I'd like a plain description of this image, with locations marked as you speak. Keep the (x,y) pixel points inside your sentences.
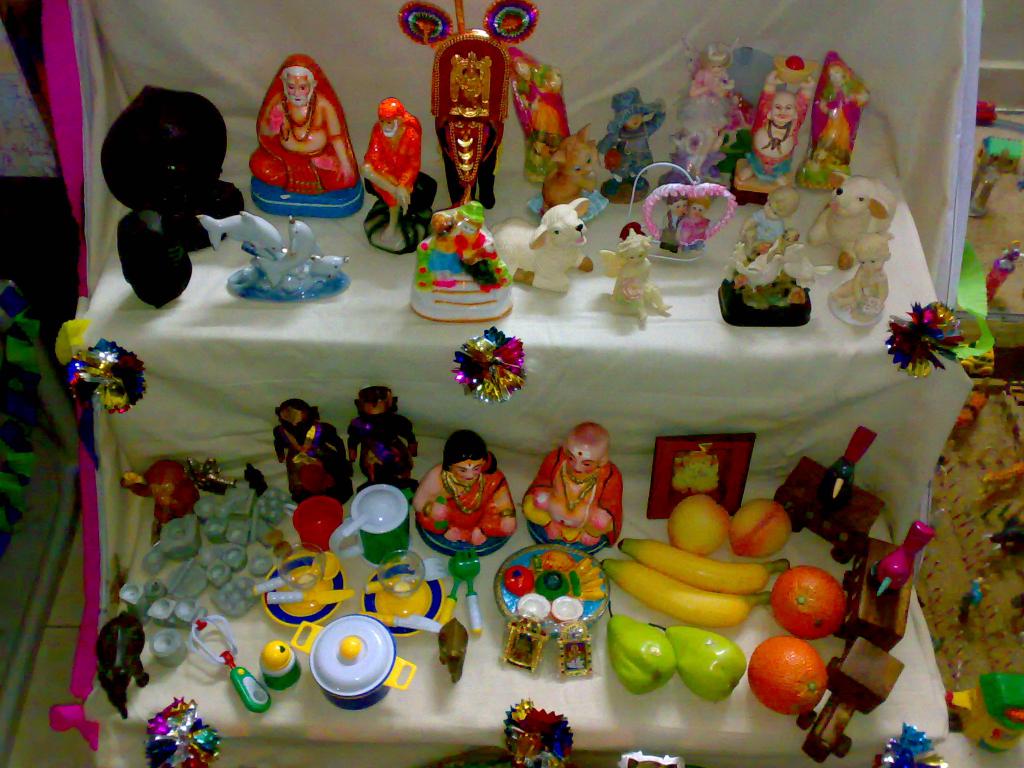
In this picture we can see statues (412,240), dolls (584,439), toys (352,684) and objects (734,661) on the stand (809,21). On the right side of the image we can see toys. On the left side of the image (8,401) we can see objects (17,390).
